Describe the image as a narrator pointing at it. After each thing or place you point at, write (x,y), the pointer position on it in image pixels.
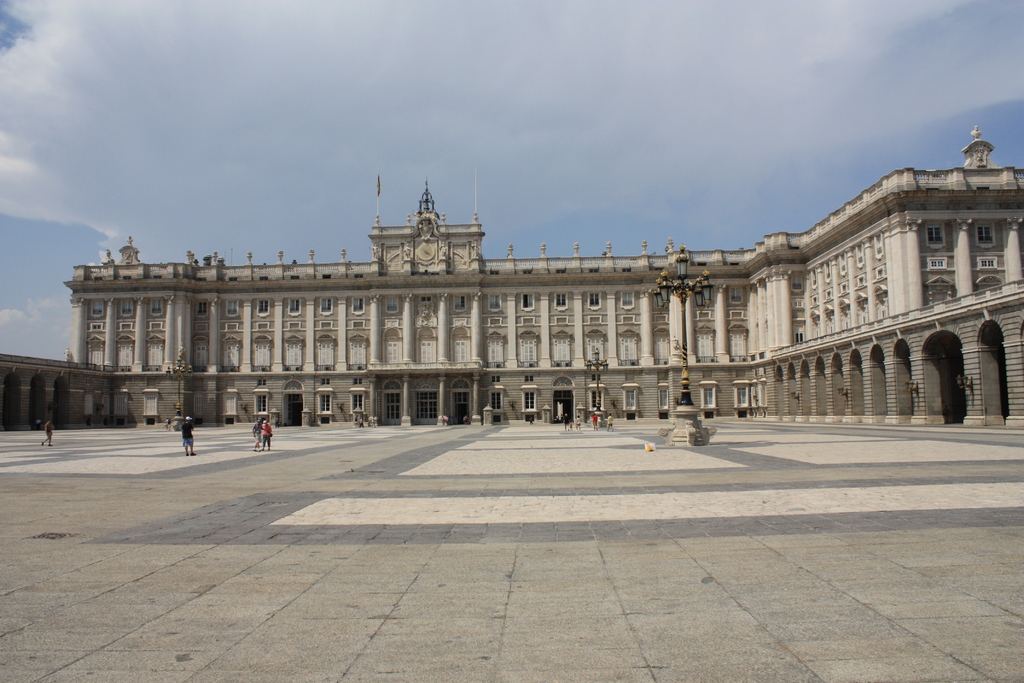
In this image we can see people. In the back (262,327) there is a building (341,306) with pillars (370,333), windows (430,357) and arches (873,376). Also there is a flag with a pole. In the background (348,91) there is sky (399,141) with clouds (585,165).
